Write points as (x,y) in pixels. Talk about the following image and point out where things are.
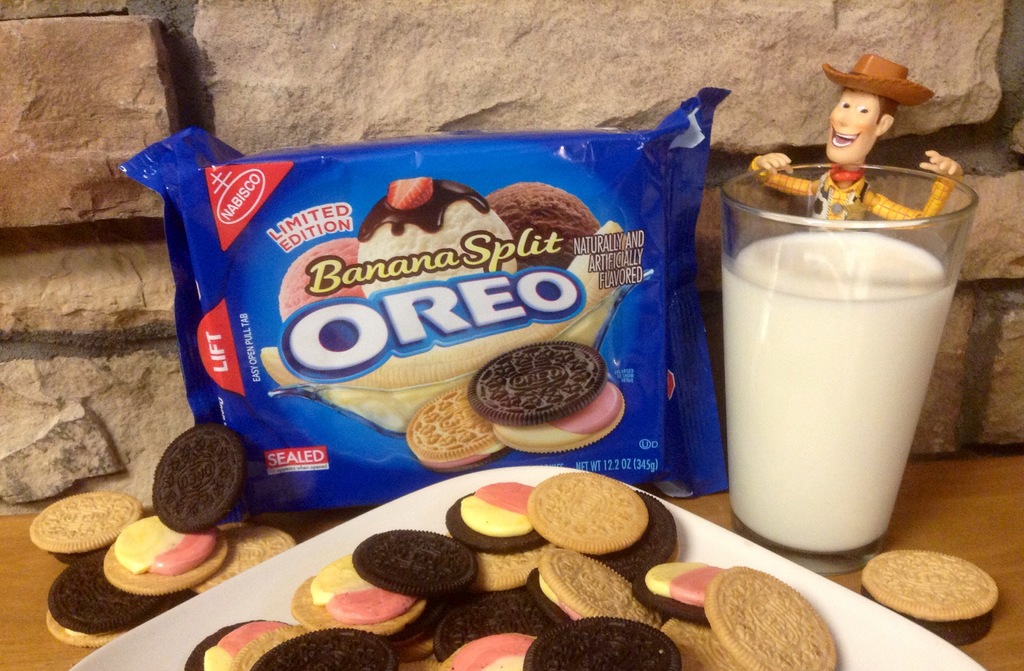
In the foreground of the picture (385,427) there are biscuits (594,531), milk (767,380) in a glass (864,242), toy (850,172), biscuit packet (450,324), table (962,519) and stone wall (420,106).
